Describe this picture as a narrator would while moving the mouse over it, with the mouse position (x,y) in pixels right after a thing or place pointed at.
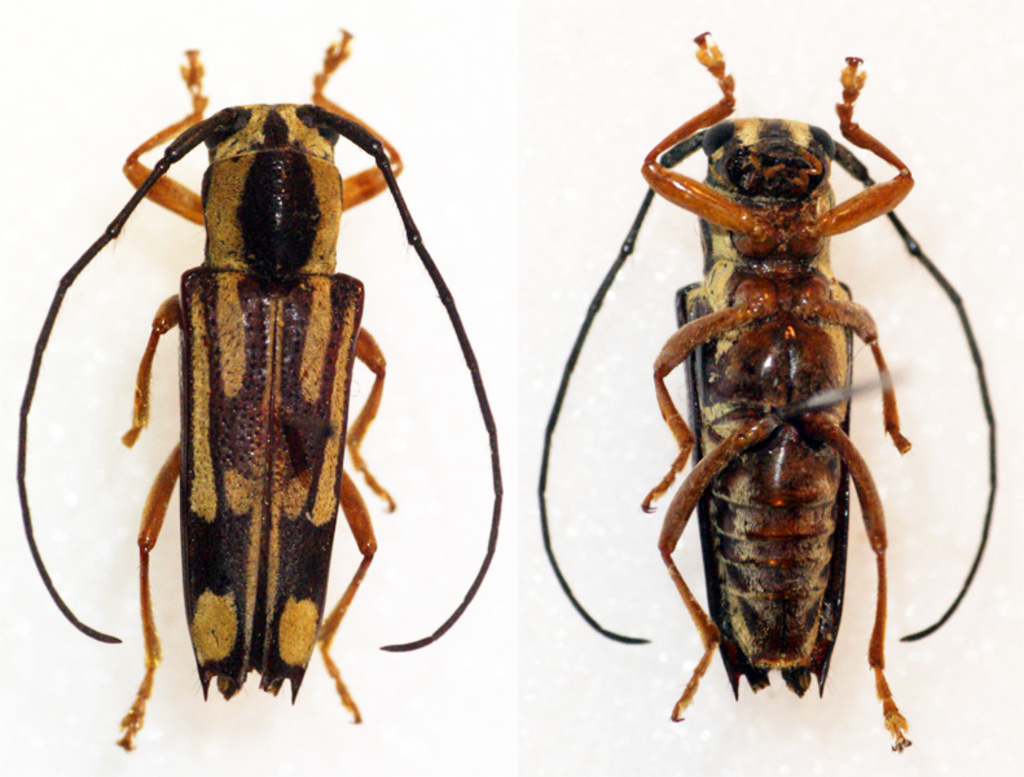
In this image we can see two insects (307,616) and the background (456,709) is white.
